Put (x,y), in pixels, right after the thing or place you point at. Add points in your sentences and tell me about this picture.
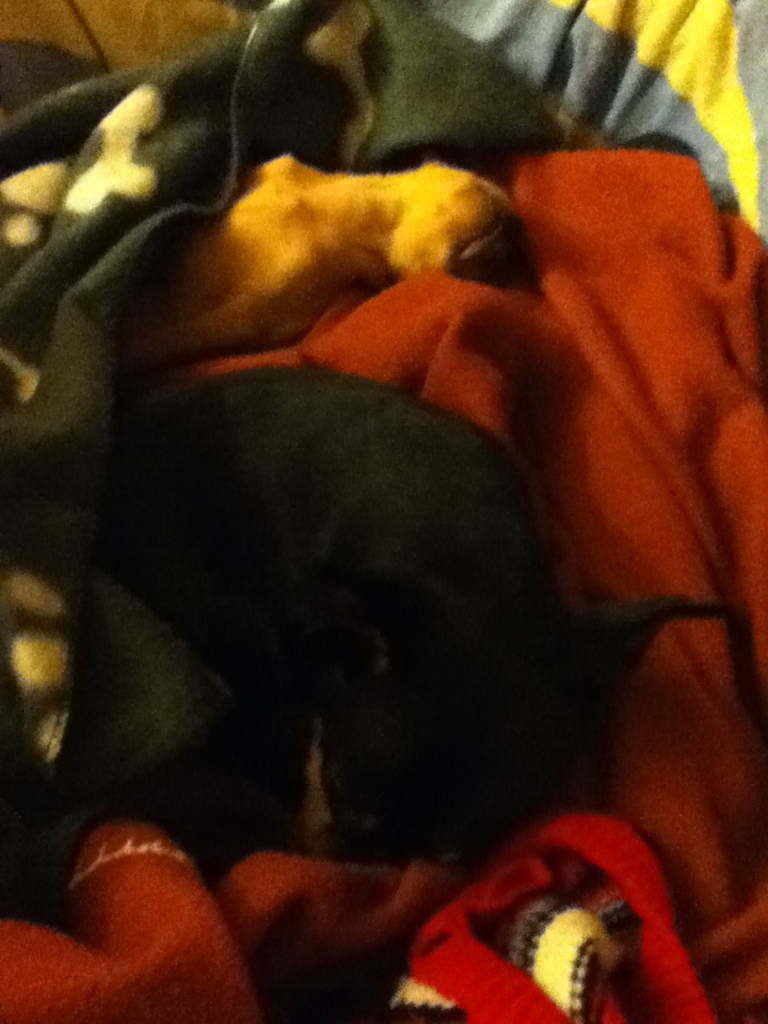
In this image, I can see two animals (253,589) on the blankets (533,66).
